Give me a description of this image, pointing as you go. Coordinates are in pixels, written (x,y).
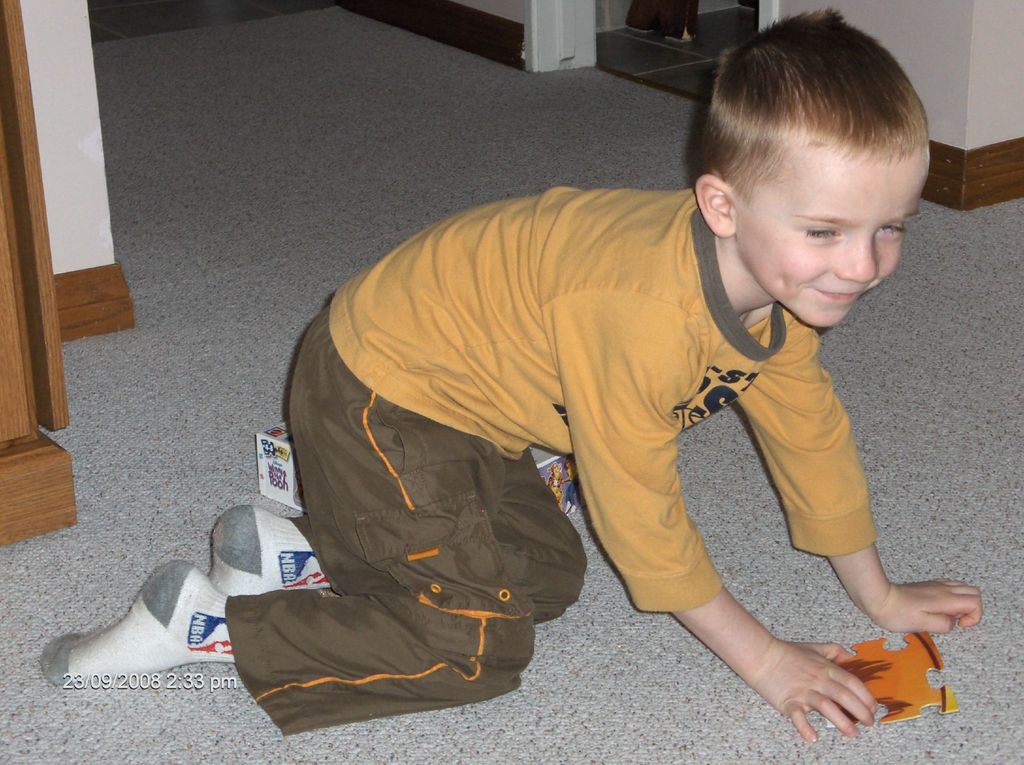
In this image we can see a child (476,436) holding a piece of puzzle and a cardboard box (280,488) on the floor (791,618). We can also see a wall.
